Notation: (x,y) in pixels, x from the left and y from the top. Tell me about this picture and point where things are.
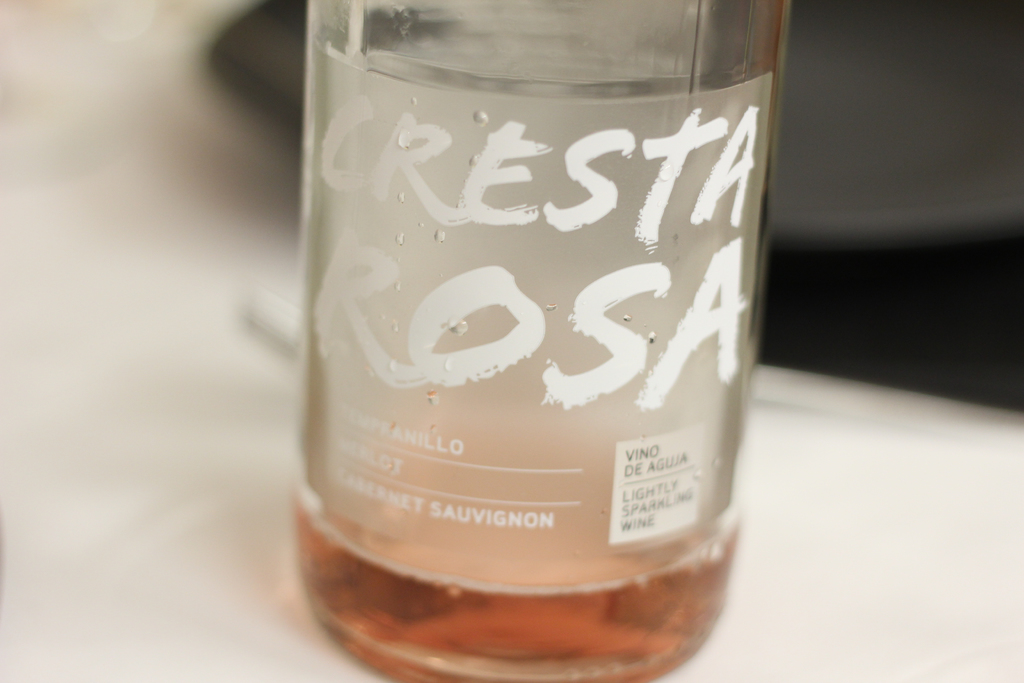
A bottle (611,169) with the name cresta rosa (492,353) is on the table (844,518).
